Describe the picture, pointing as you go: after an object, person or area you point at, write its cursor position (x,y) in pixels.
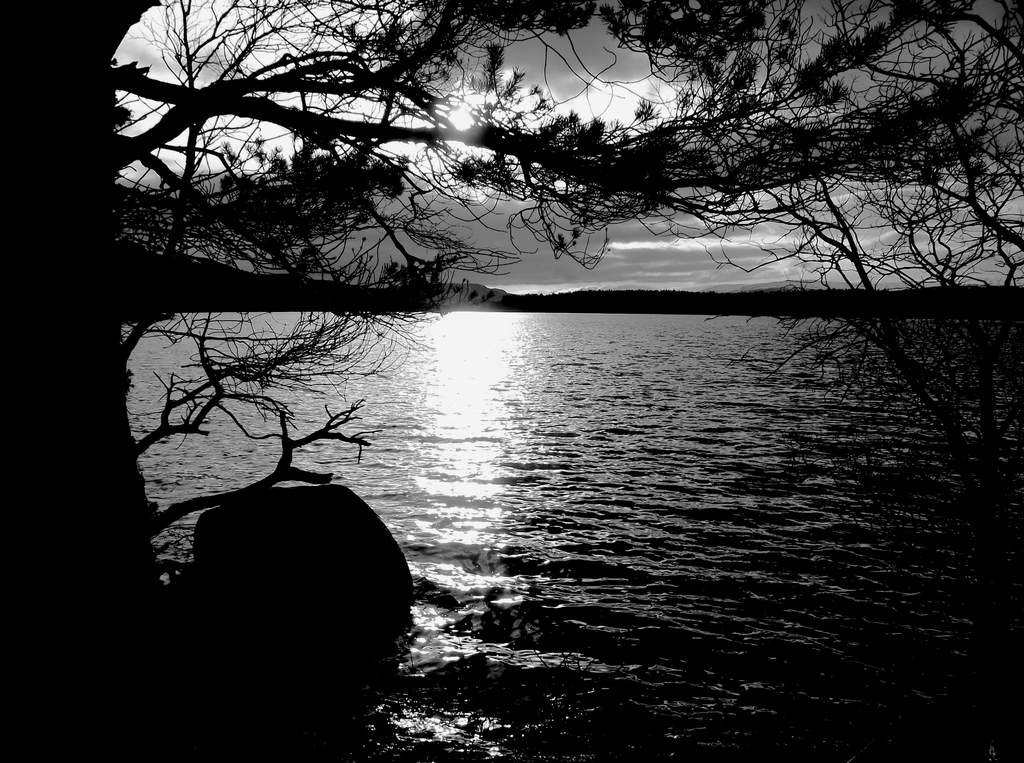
In this image, I can see the water (597,436) flowing. These are the trees (494,141) with branches (977,162) and leaves (309,147). This looks like a rock (352,539). I can see the sky (644,233) with the clouds (659,248).
